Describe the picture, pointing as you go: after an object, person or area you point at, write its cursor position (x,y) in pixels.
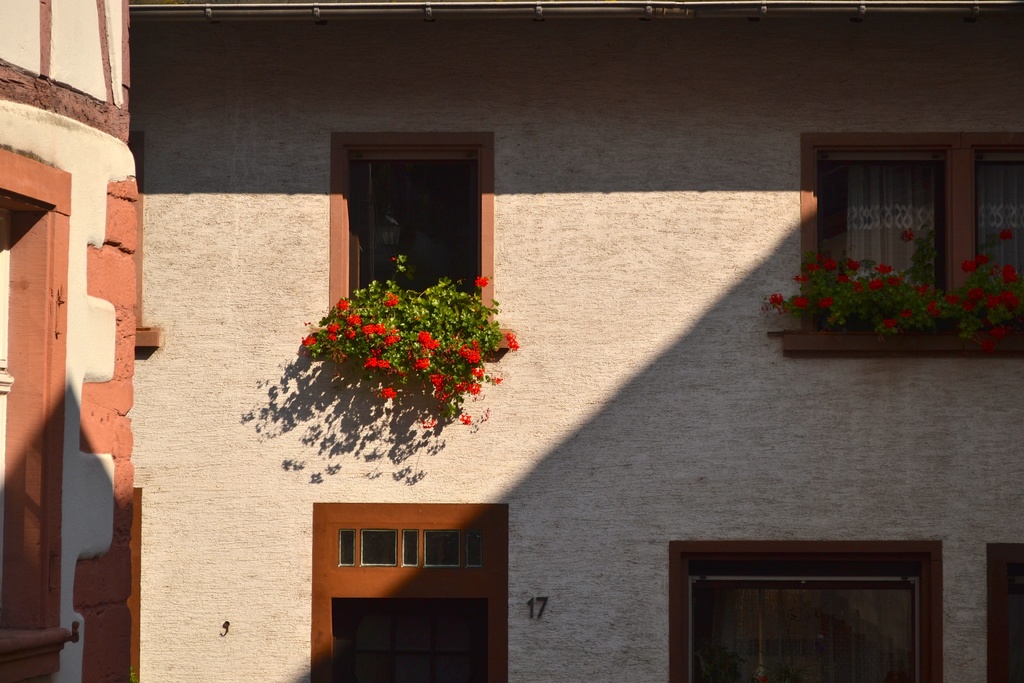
In the center of the image (458,283) there is a building (485,452) and we can see windows (978,188). There are plants (888,294) placed on the wall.
